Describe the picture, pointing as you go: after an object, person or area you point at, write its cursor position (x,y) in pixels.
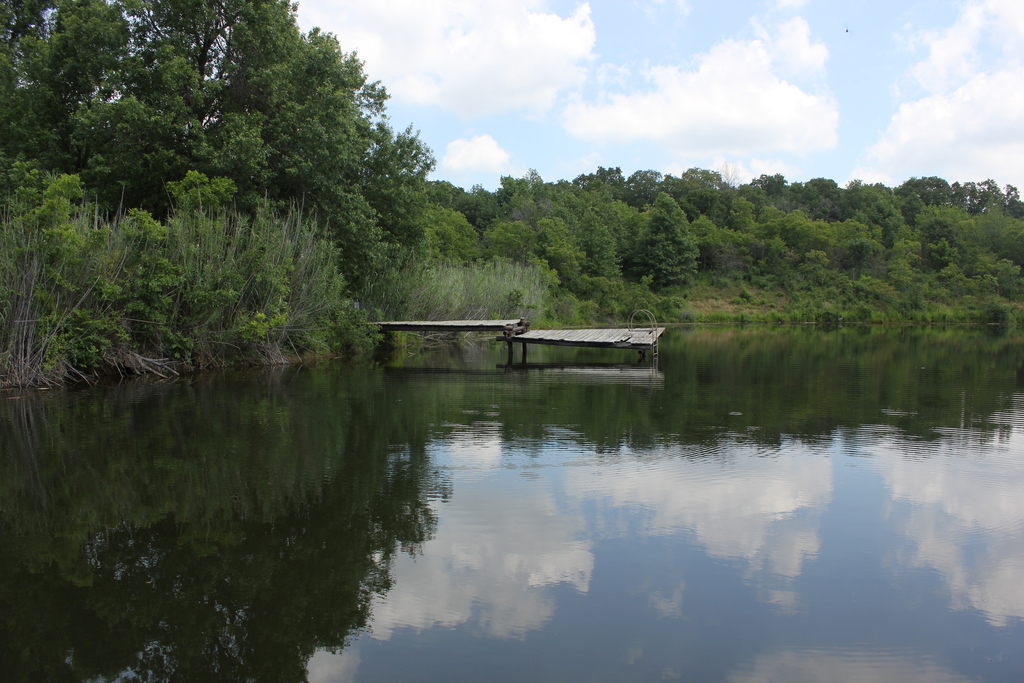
We can see water (810,405) and bridge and we can see trees (760,226) and sky (419,132) with clouds (754,49).
